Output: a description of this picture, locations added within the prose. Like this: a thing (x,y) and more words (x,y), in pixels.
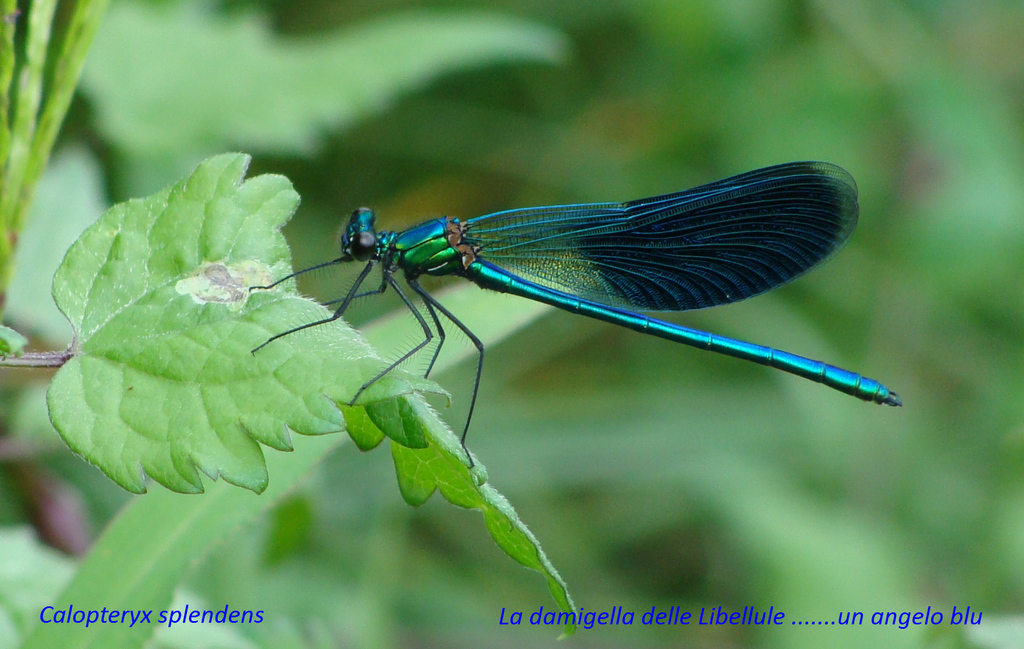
In this image there is a fly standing on the leaf (182,413).
